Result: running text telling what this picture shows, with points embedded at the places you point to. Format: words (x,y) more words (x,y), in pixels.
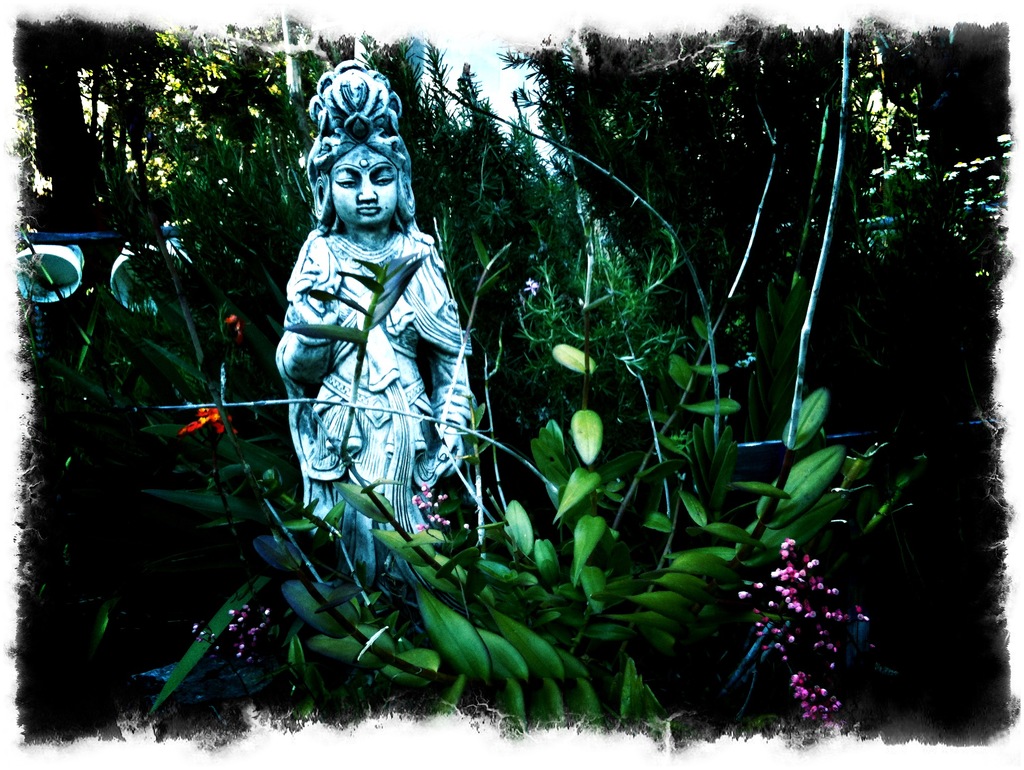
In this image I can see a statue (436,289) of a person (436,289) and around the statue (325,95) I can see few trees (225,259) which are green in color and few flowers (780,569) which are pink and orange in color. In the background (506,88) I can see the sky (497,101).
